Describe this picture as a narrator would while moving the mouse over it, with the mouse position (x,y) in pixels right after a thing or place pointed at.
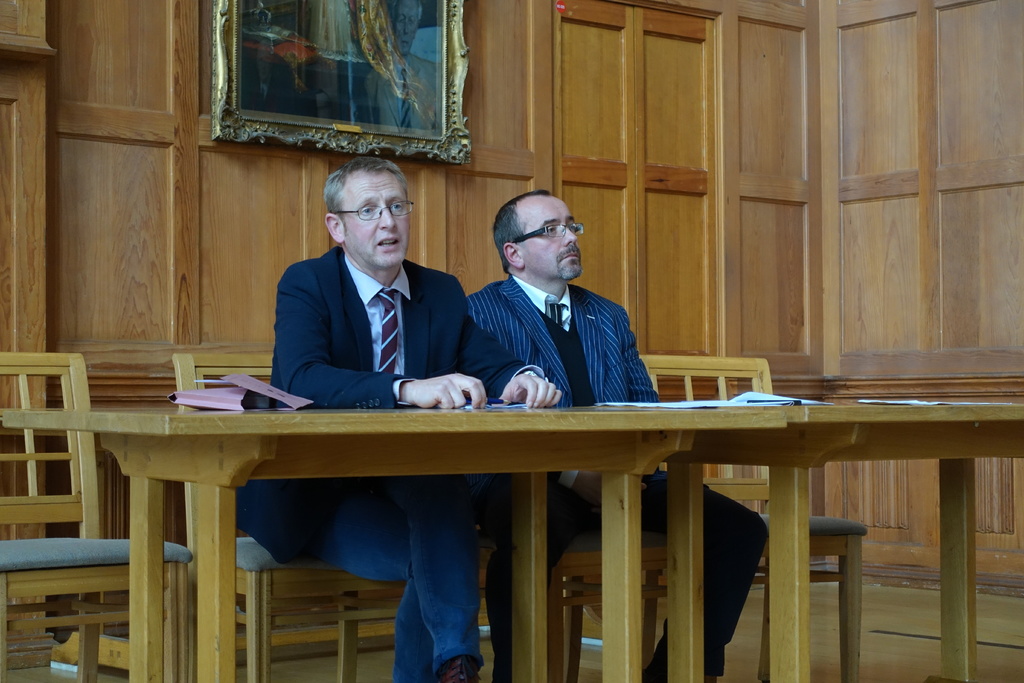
These two persons (392,321) sitting on the chair (271,370). We can see paper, pen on the table (468,463). This person (479,393) holding pen (496,398). On the background (525,130) we can see frame (293,31), wall (78,65).
